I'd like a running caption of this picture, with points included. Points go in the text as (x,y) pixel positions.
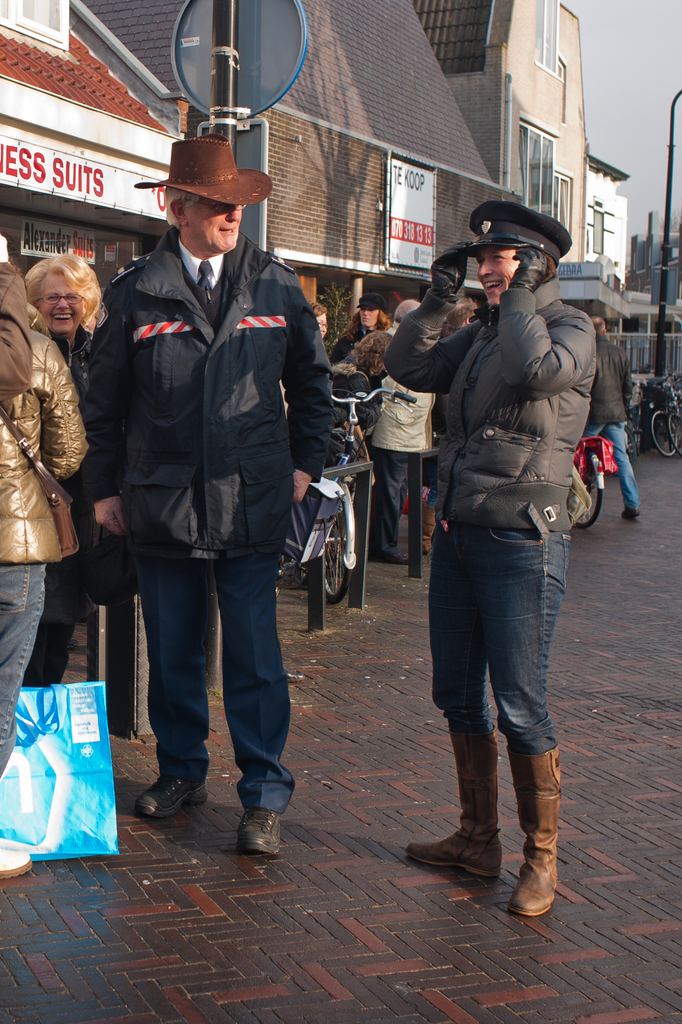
In the center of the image (257,465) we can see two people (461,338) standing and smiling. In the background (380,313) there are people (609,418) standing and we can see a bicycle (339,576). On the left (165,109) there are buildings (283,194). We can see a pole (233,105). At the top (632,48) there is sky (622,89).
